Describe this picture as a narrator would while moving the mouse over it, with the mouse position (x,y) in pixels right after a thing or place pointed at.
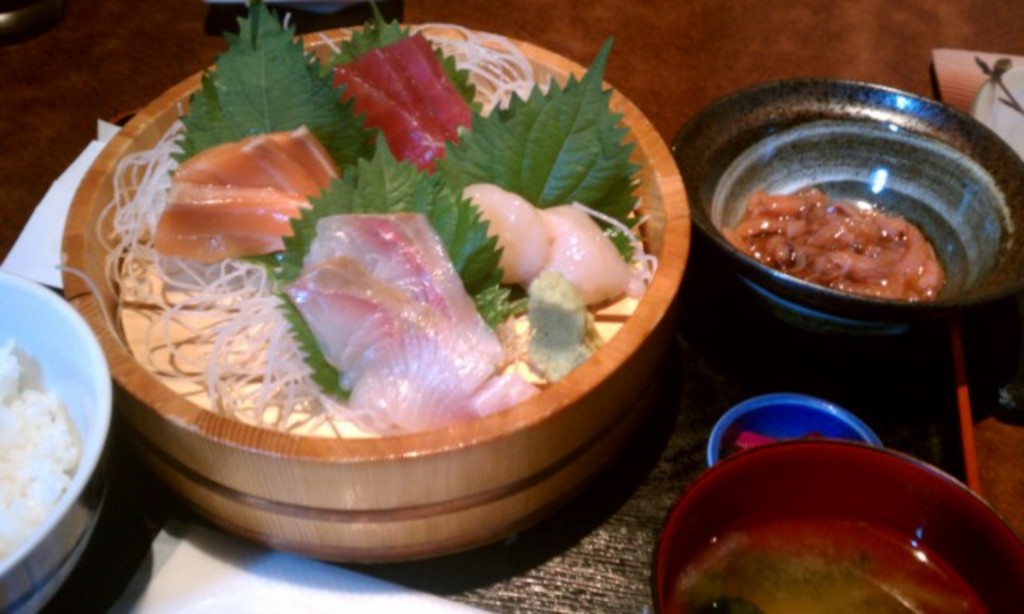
There are different containers (787,531) with food (763,253) in it.
